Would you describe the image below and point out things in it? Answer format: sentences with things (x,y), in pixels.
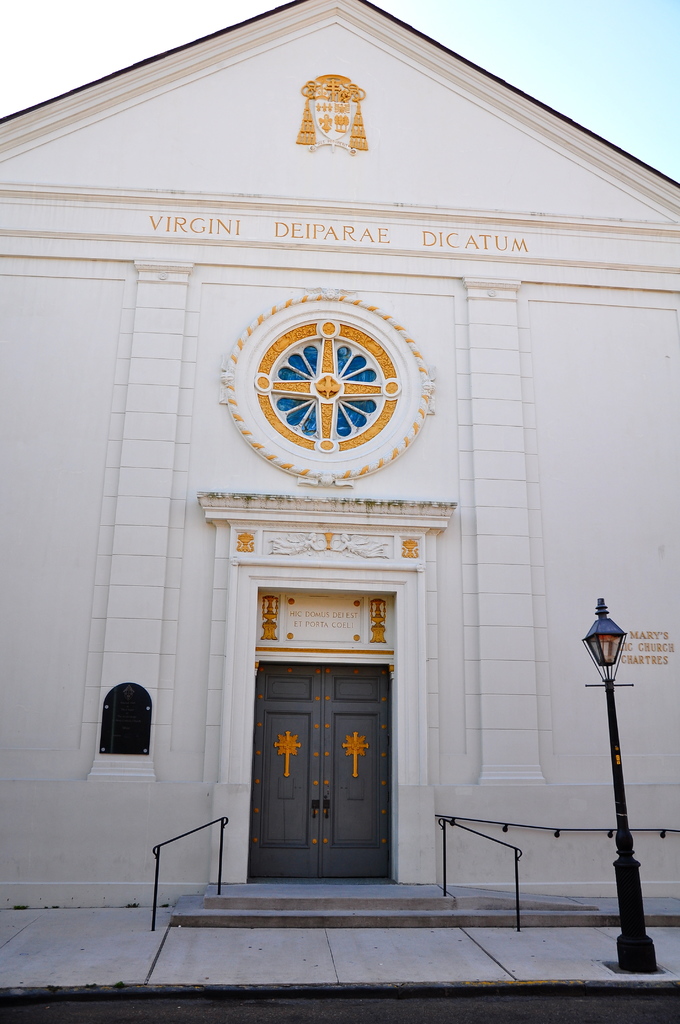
In the center of the image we can see door (341,752). On the right side of the image (621,812) we can see light (618,872). In the background (627,36) there is sky (455,44).
